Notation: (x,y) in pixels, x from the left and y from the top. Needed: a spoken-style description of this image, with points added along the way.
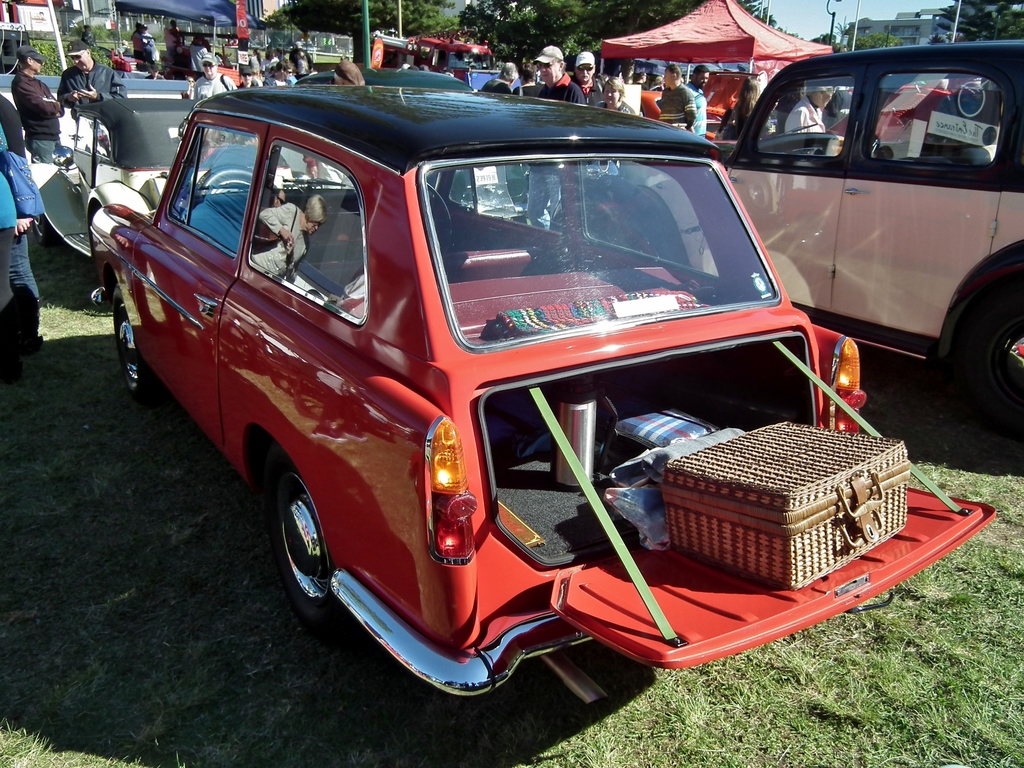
In this image we can see a red color car (281,208), back of the car (384,215) some luggage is there. Behind the car (453,505) so many people (169,33) are standing. Right side of the image (866,213) one more car (940,249) is there, behind that car (886,212) one tent (758,52) is there and trees (545,17) are present.
